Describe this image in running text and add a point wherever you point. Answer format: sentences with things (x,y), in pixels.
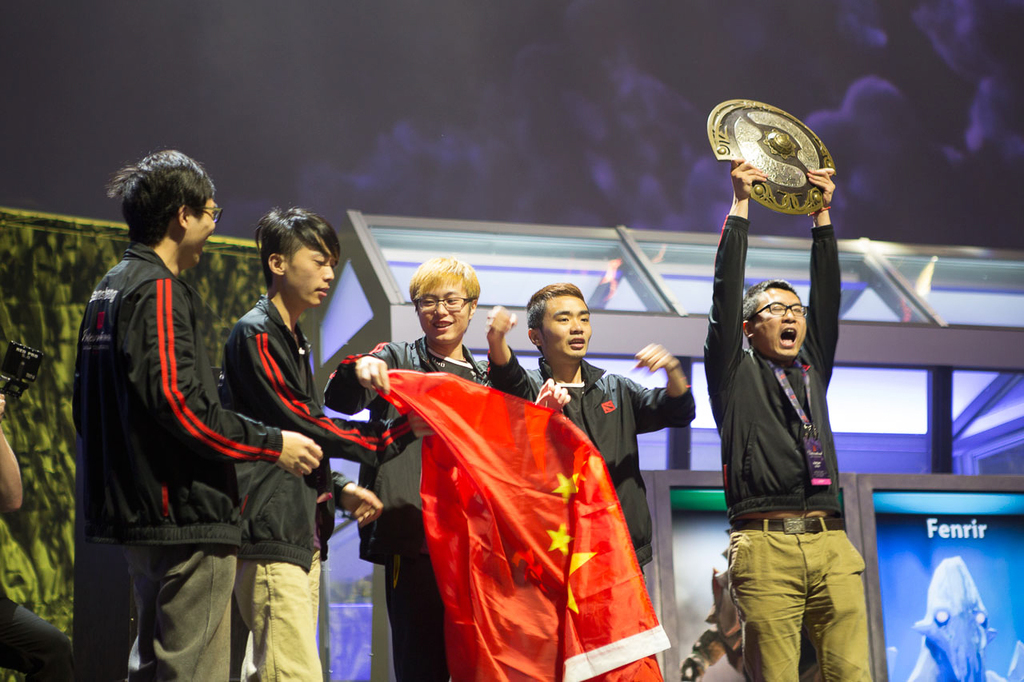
In the picture we can see five people (740,474) are standing and two of them are holding a flag cloth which is red in color and one man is holding a shield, raising it up and he is with a black color shirt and in the background (873,492) we can see a hut type of construction (904,310) with glasses (890,313) in it and behind it we can see a screen (811,26).
